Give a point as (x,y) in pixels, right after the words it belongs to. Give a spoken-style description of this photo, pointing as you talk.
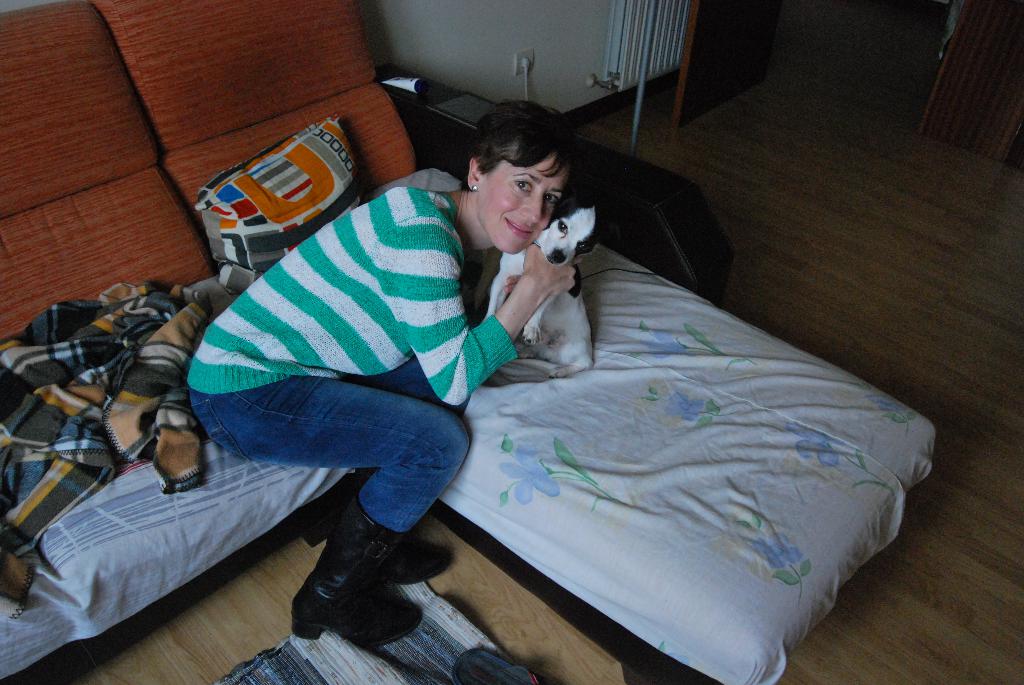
In this Image I see a woman (510,345) who is sitting on the couch (205,260) and she is holding a dog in her hands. I can also see she is smiling and In the background (399,60) I see the wall (479,56) and the door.
